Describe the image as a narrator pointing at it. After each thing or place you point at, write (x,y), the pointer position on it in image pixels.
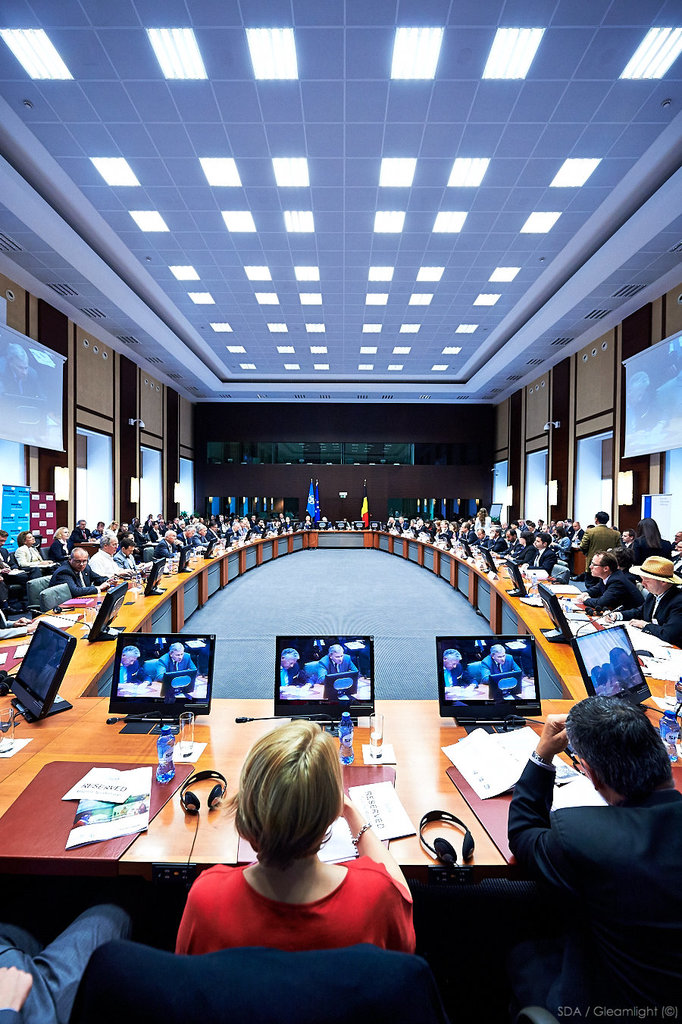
In the picture we can see a conference hall (466,681) with many people (536,829) sitting near the desk (143,832) and on the desk (148,846), we can see computer systems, headsets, papers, water bottles (680,698) and glasses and in the background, we can see a wall (326,405) which is brown in color and to the side wall (528,407) with some screens (656,395) to it and to the ceiling (351,169) we can see the lights (577,171).
